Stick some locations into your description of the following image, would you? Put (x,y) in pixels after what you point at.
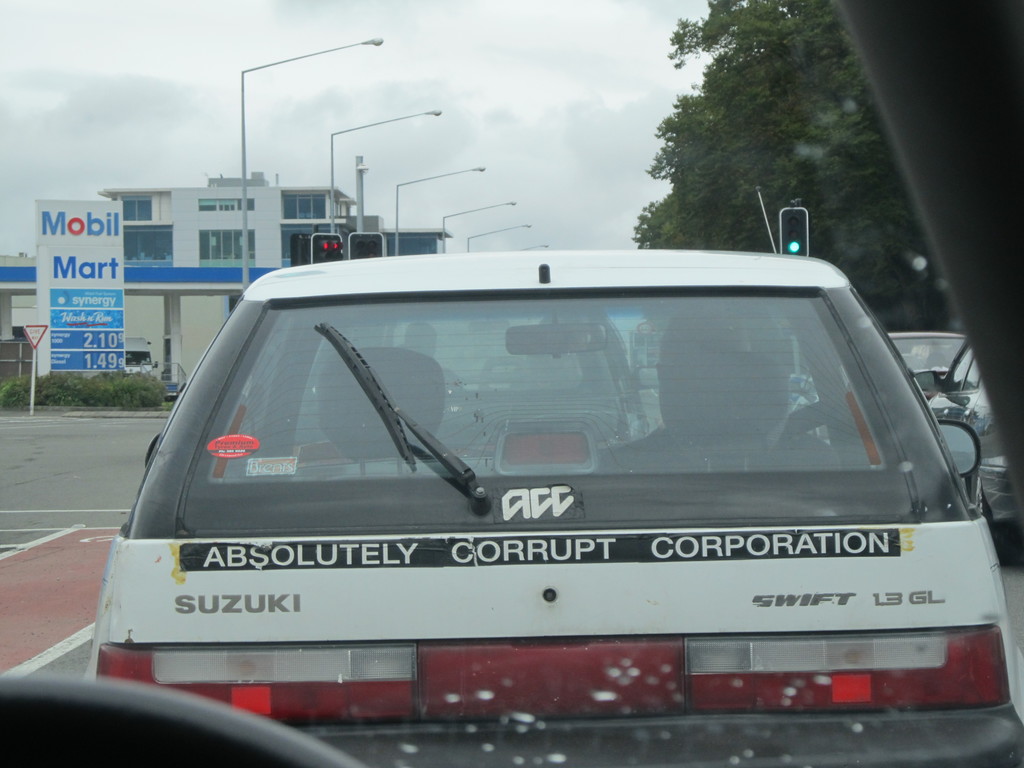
In this image I can see few vehicles (580,463). In front (597,576) the vehicle (584,576) is in white color, background (628,200) I can see few light poles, a traffic signal (334,239), a banner (76,261) in white and blue color, few buildings (196,206) in white and cream color, trees (846,228) in green color and the sky (414,88) is in white color.
